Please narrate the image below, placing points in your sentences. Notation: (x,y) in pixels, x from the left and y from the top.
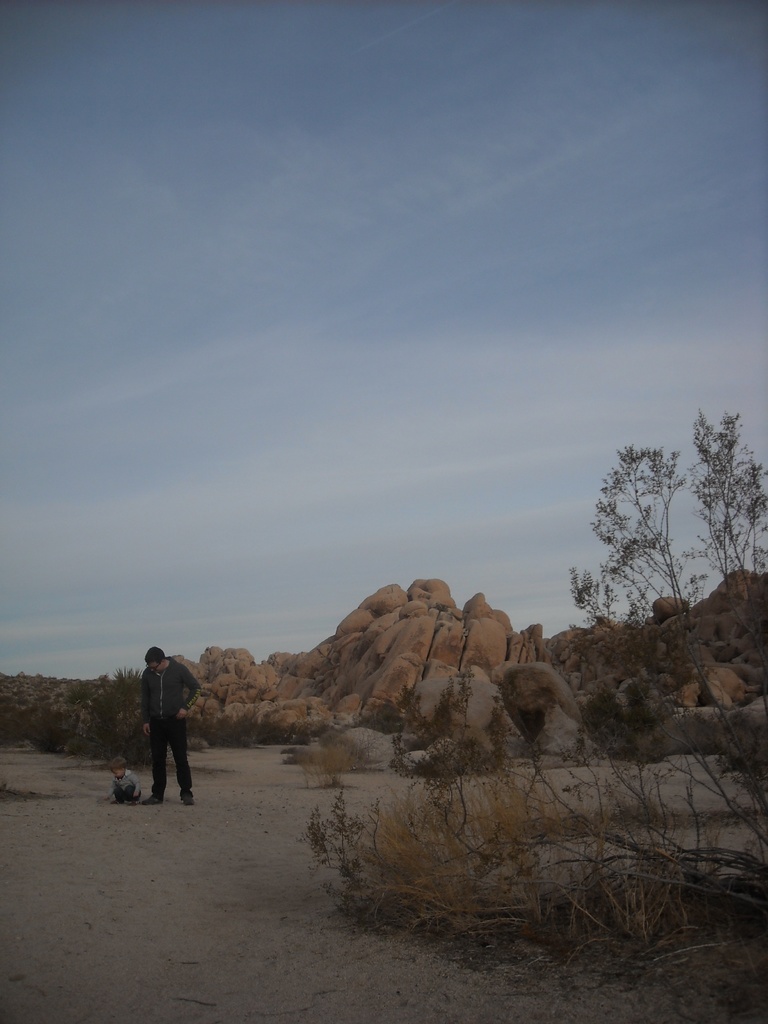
In this picture I can see few rocks (363,673), trees (93,714) and I can see a man (164,755) standing and I can see a boy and a blue cloudy sky (272,336).
